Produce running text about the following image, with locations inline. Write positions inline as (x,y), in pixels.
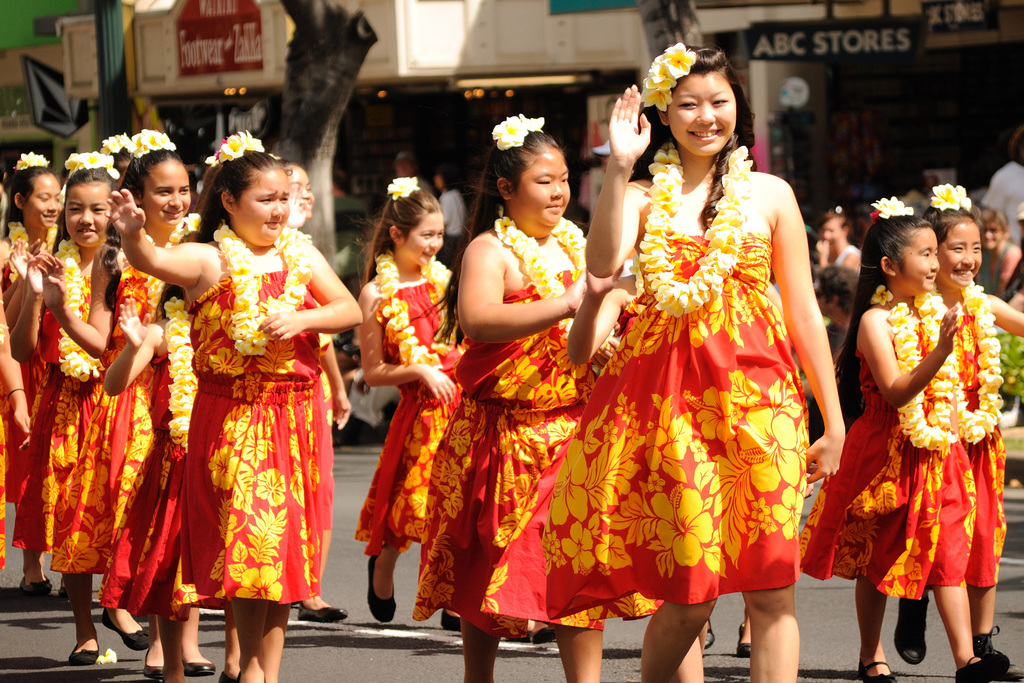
In this picture there are some girls (267,346) walking on the road (307,678). They are wearing red and yellow color dresses (275,454). I can observe garlands (251,303) in their necks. Some of them are smiling. In the background (274,76) there are buildings (260,67).
